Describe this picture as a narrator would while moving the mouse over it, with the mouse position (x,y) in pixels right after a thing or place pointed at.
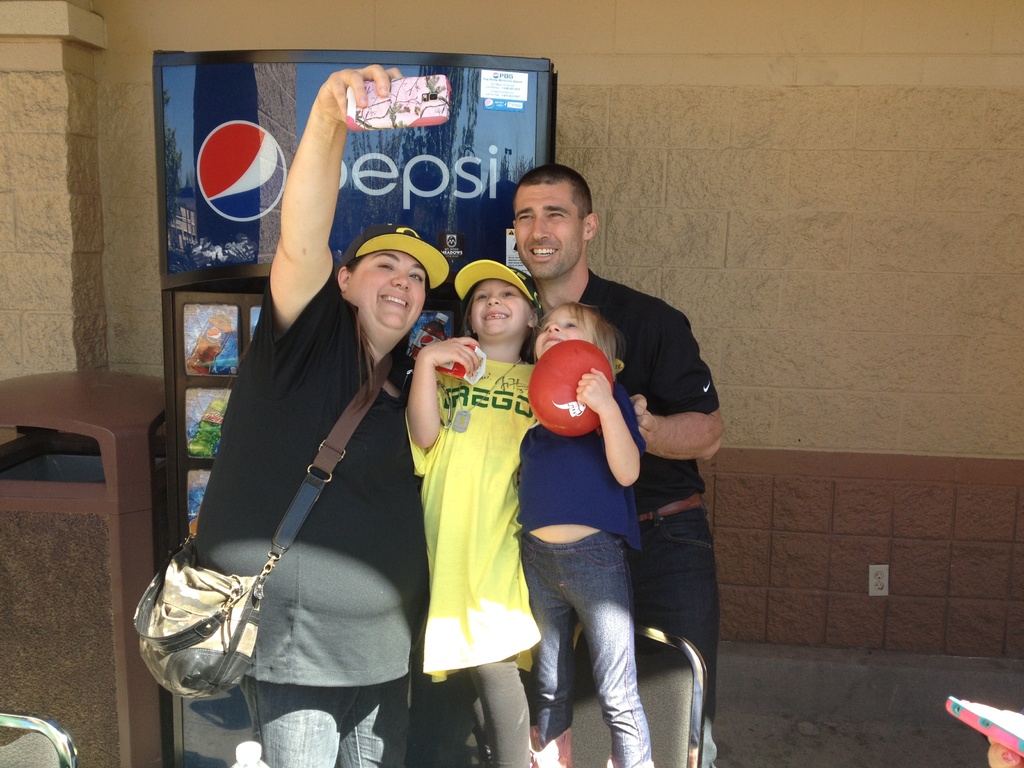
In this picture there is a lady (354,460) and a man (614,293) with two children (564,494) in the center of the image (347,320), she is taking a snap, there is a refrigerator (302,98) on the left side of the image (193,732), behind the lady (325,268).
